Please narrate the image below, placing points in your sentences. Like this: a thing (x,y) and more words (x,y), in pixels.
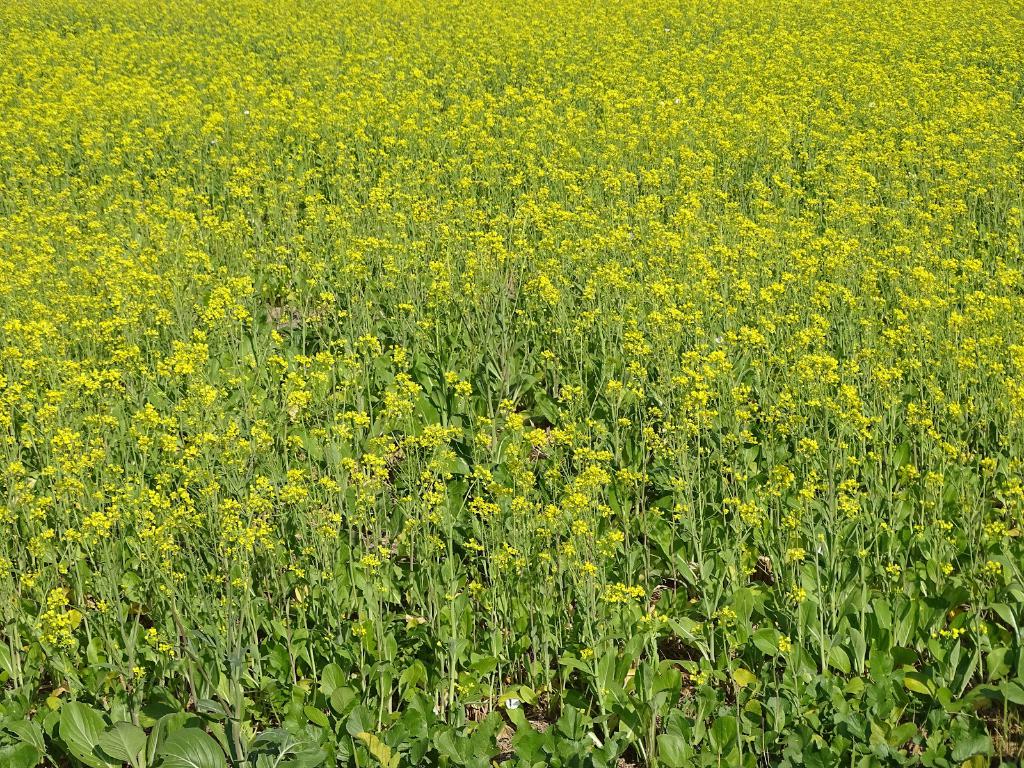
In this picture I can see plants (487,417) with flowers (195,332).
